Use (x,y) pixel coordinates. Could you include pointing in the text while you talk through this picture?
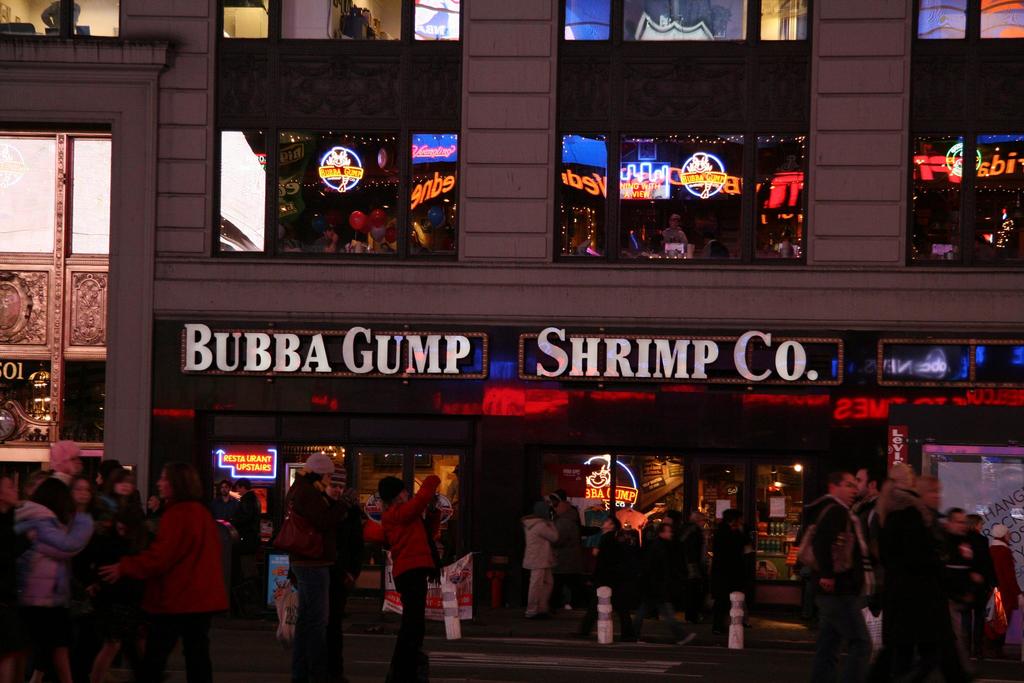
In the foreground of this image (452,604), there are persons (925,639) on the road (390,643) and we can also see few bollards (603,603). In the background (469,215), there is a building (489,386) and in the glass (639,210), there are reflection (681,176) of lights (643,173).
